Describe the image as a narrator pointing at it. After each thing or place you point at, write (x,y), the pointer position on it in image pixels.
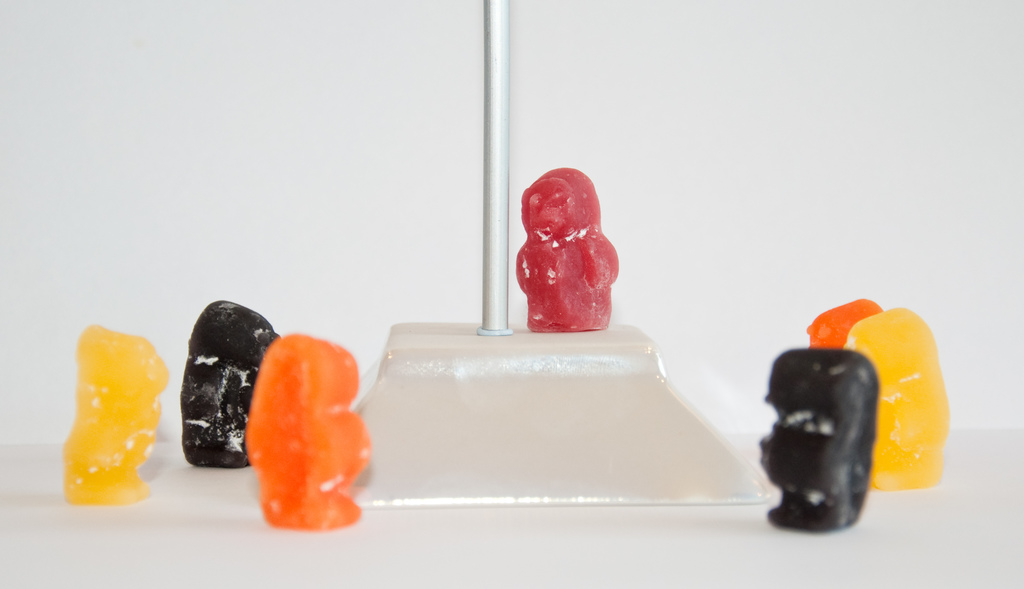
This image looks like there are some candies (105,451). They are of black, orange, red and yellow color. There is something like a pole (493,261) in the middle (487,271).
